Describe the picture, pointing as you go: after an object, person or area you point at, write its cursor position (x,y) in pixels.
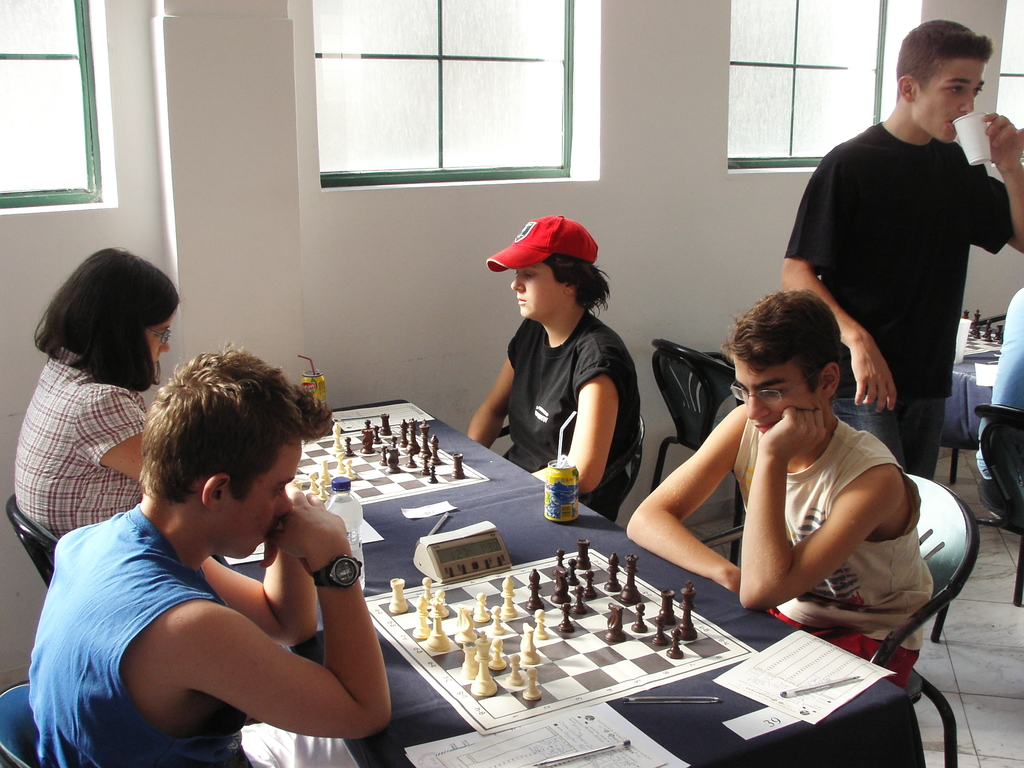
In this picture there are two men (346,655) and women (112,418) who are playing chess (535,650). There is a chessboard (504,632), bottle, can (561,500), straw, paper (775,672), pen (811,691) on the table (389,558). There is a man (917,209) standing and holding a cup (990,140). There are few other people (1009,363) playing chess (995,338).
